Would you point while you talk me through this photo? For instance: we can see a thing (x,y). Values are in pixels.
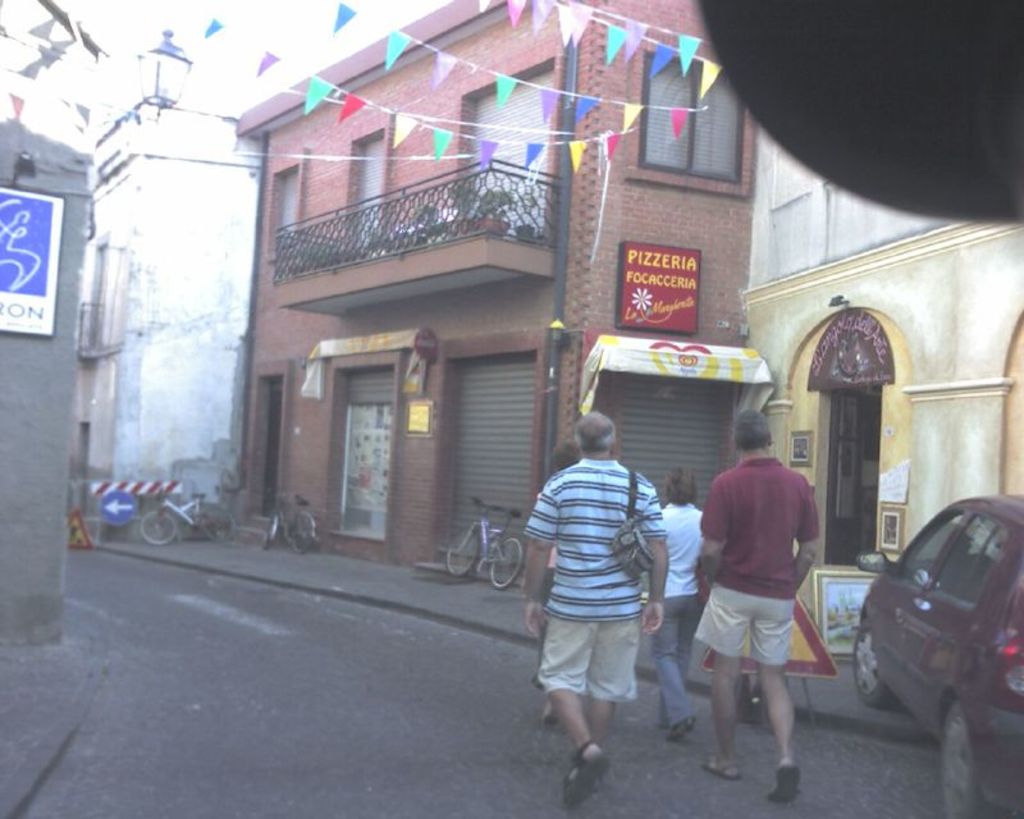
People (673,655) are walking on the road (681,771). In this image we can see vehicles (199,523), sign boards (113,510), pictures (897,521), flags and buildings (548,167). Boards (24,314) are on the wall (495,290). In-front of this building (394,418) there are bicycles (289,522).
